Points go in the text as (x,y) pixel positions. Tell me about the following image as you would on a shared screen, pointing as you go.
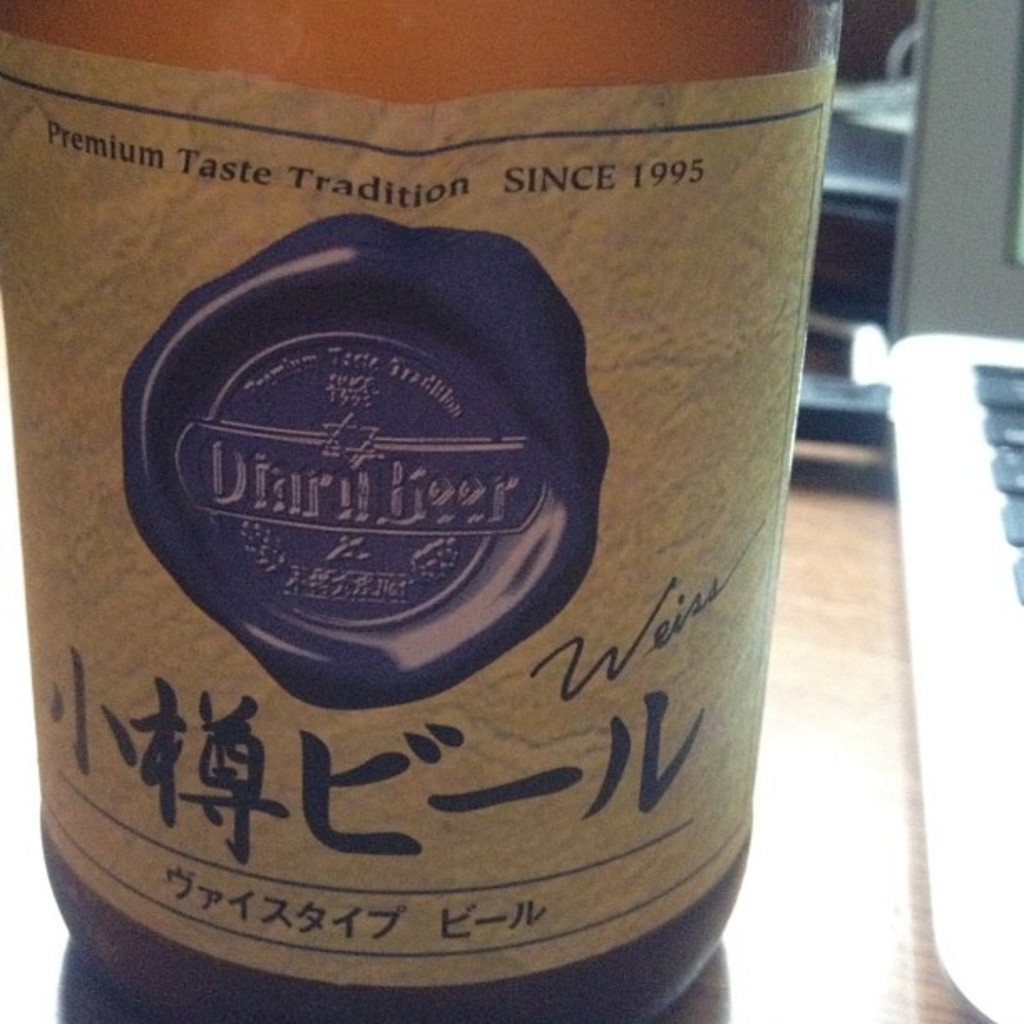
In this image we can see a bottle (607,531) with some text (476,797) on it which is placed on a table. We can also see a laptop (913,470) beside it.
